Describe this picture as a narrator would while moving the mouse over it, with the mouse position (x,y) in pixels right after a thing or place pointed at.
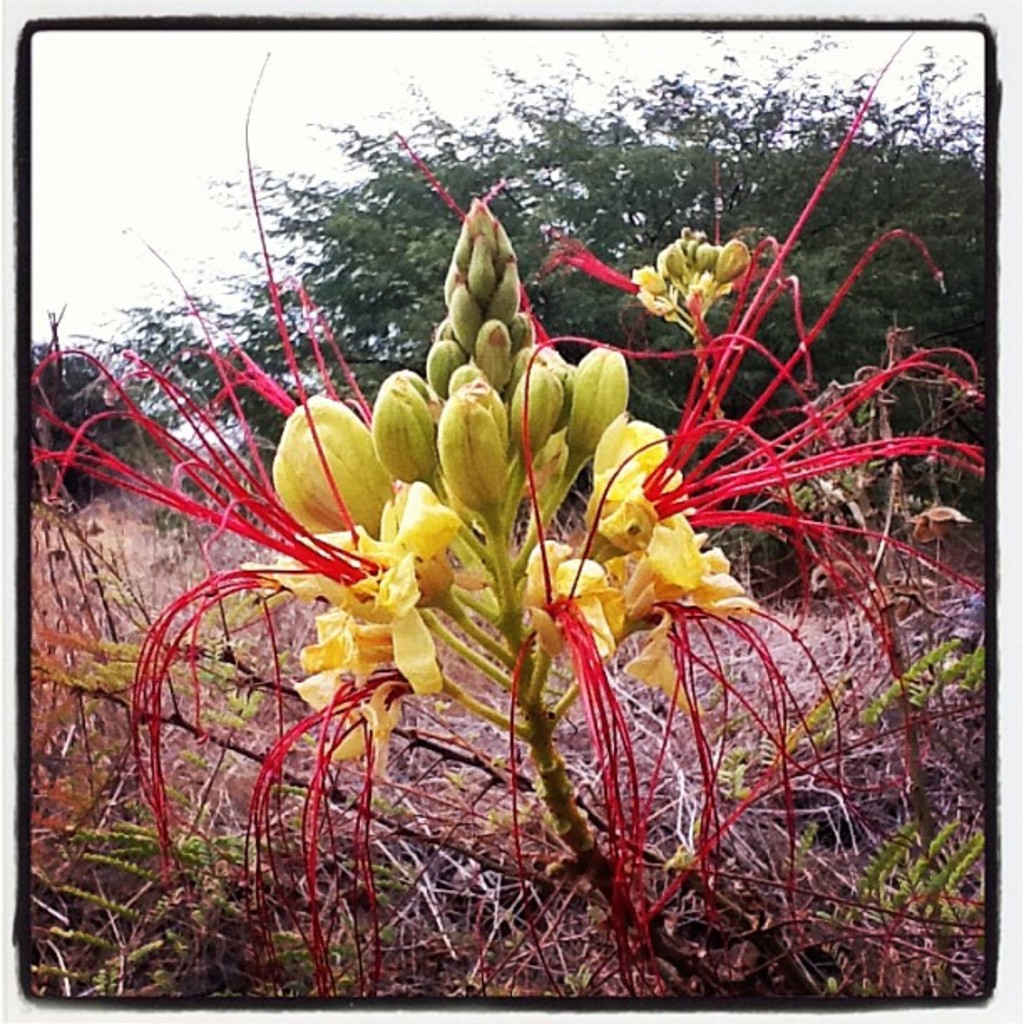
In front of the image there are flowers (364,603) with buds (453,468) and stems (503,529), behind the flowers (309,585) there is grass (174,529) on the surface (118,632) and there are trees (569,145).
